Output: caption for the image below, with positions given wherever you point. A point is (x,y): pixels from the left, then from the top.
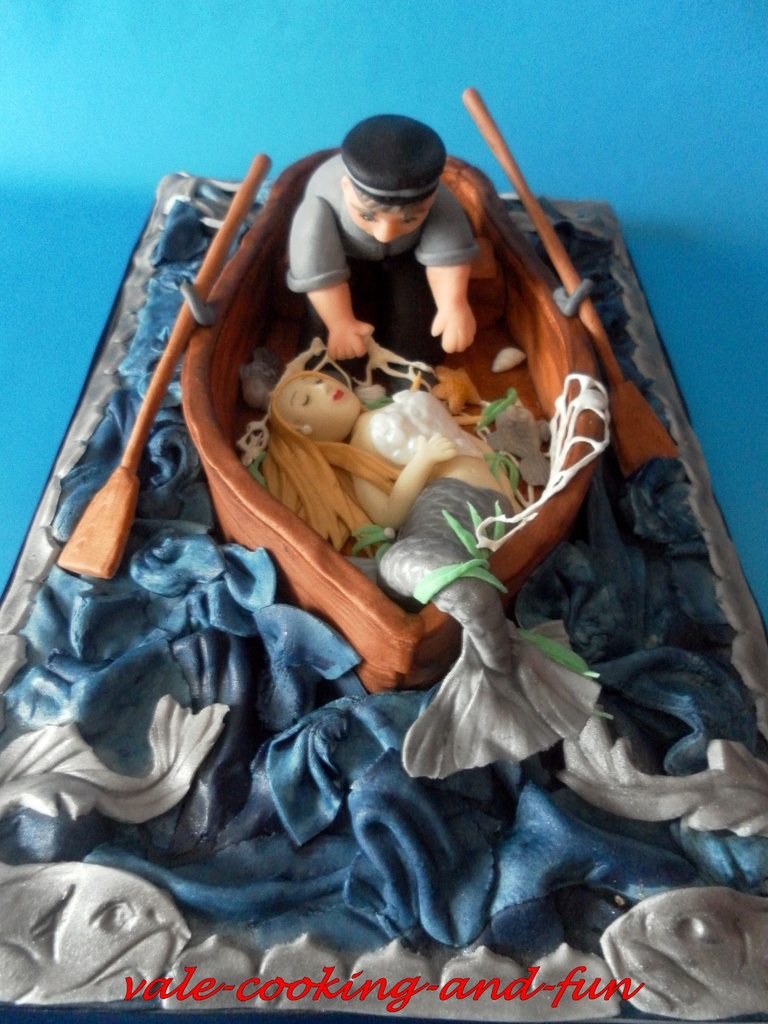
This is the image of a toy (523,819). In this we can see oars (124,528), boat (300,171), mermaid (377,430) and a man (312,181).
